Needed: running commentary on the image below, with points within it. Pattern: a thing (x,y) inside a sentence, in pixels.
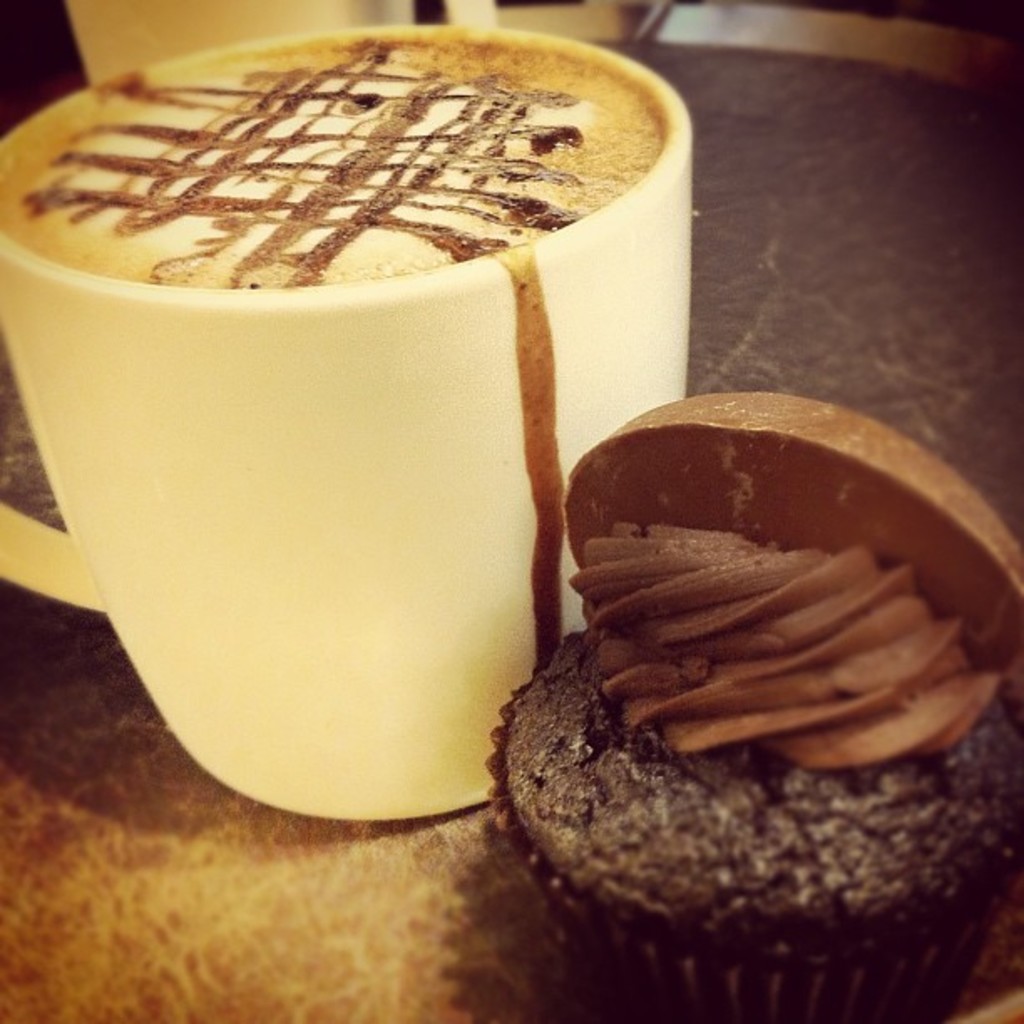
In this image I can see a white colour cup (18,346) and in it I can see coffee (262,71). On the bottom right side of the image (702,844) I can see a cupcake (579,813) and on the top left side of the image (156,35) I can see a white colour thing (143,28).
